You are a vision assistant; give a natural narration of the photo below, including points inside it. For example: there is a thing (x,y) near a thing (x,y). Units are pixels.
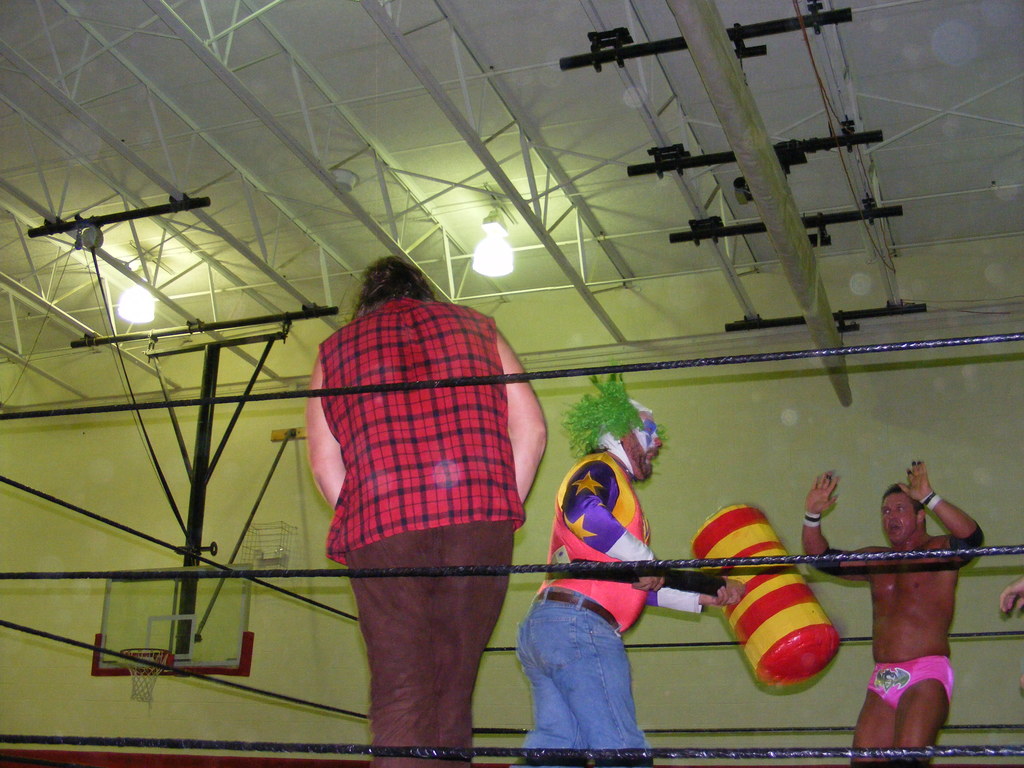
In the image there are ropes (512,568). Behind the ropes (125,656) there are few people (427,435) standing. At the top of the image (432,251) there is a ceiling (274,299) with rods (595,309) and lights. In the background (200,596) there are rods (187,597) and basketball board (114,593) with basket (142,686).
